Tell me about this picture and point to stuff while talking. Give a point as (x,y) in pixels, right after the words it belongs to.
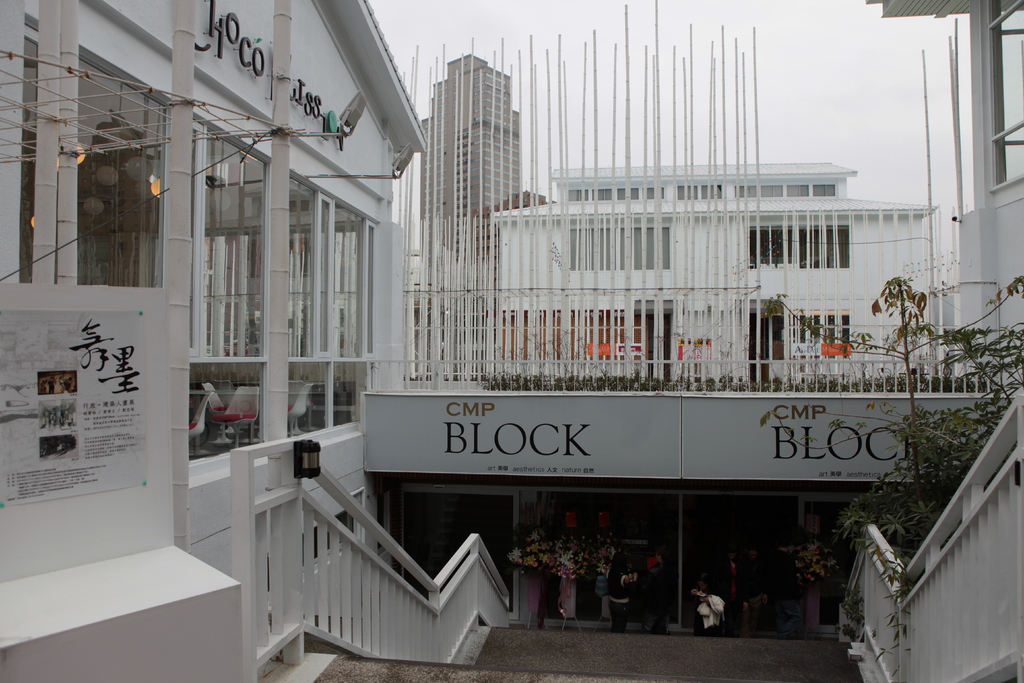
In this image, we can see some buildings (347,67). There are stairs (566,654) at the bottom of the image (573,652). There are grills (552,330) in the middle of the image (409,285). There is a sky (538,29) at the top of the image (583,37).
